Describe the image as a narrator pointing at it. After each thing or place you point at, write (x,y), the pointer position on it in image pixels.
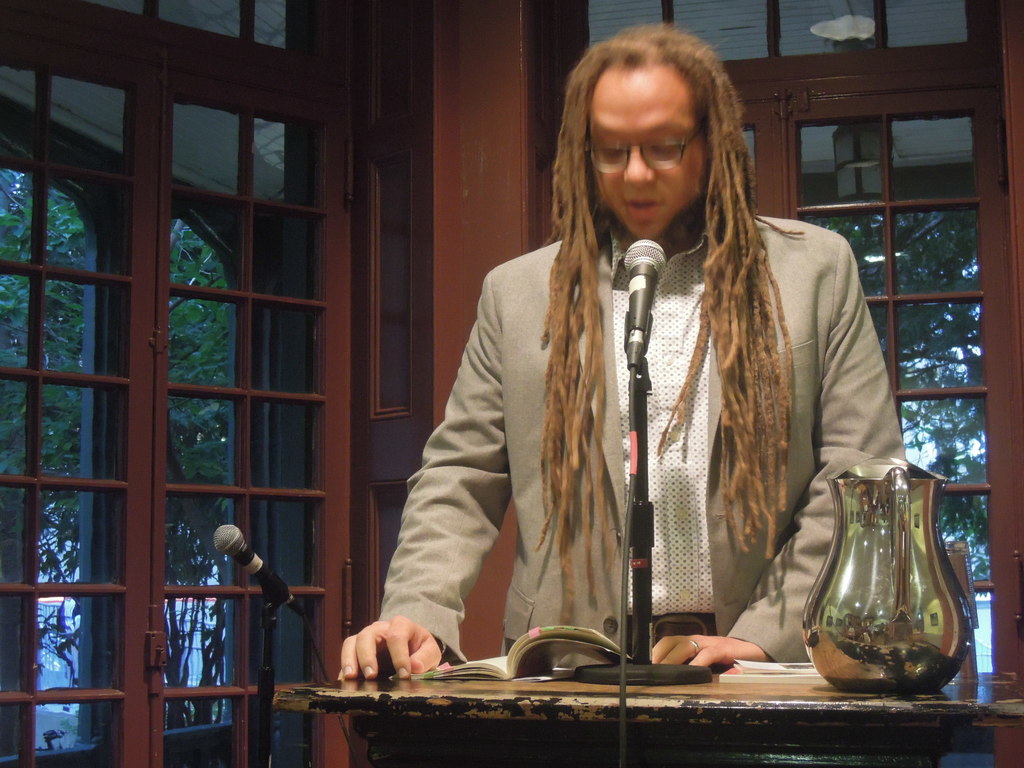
In this image I can see the person (641,191) standing in front of the microphone (633,354) and the person (581,391) is wearing cream color blazer (535,374). In the background (921,249) I can see few glass windows (314,334) and I can also see few trees (206,327) in green color and the sky (926,457) is in white color. In front (897,610) I can see the water jug (850,572).
